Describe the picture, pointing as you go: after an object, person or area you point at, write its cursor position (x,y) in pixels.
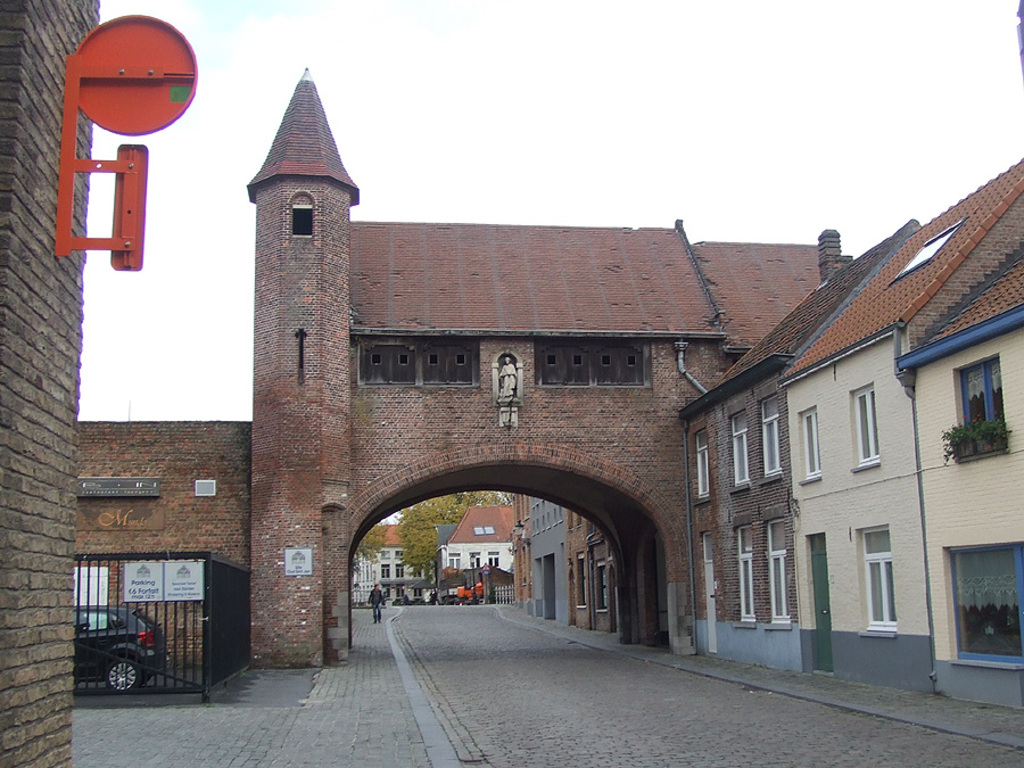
In this image we can see some houses (525,308) with roof (523,282) and windows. We can also see a person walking on a pathway (435,712), a car (134,630) parked beside a fence (168,652), some boards (160,597) on a fence (182,585) with some text (141,592) on it, a statue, a signboard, some trees (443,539), plants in the pots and the sky (496,112) which looks cloudy.
